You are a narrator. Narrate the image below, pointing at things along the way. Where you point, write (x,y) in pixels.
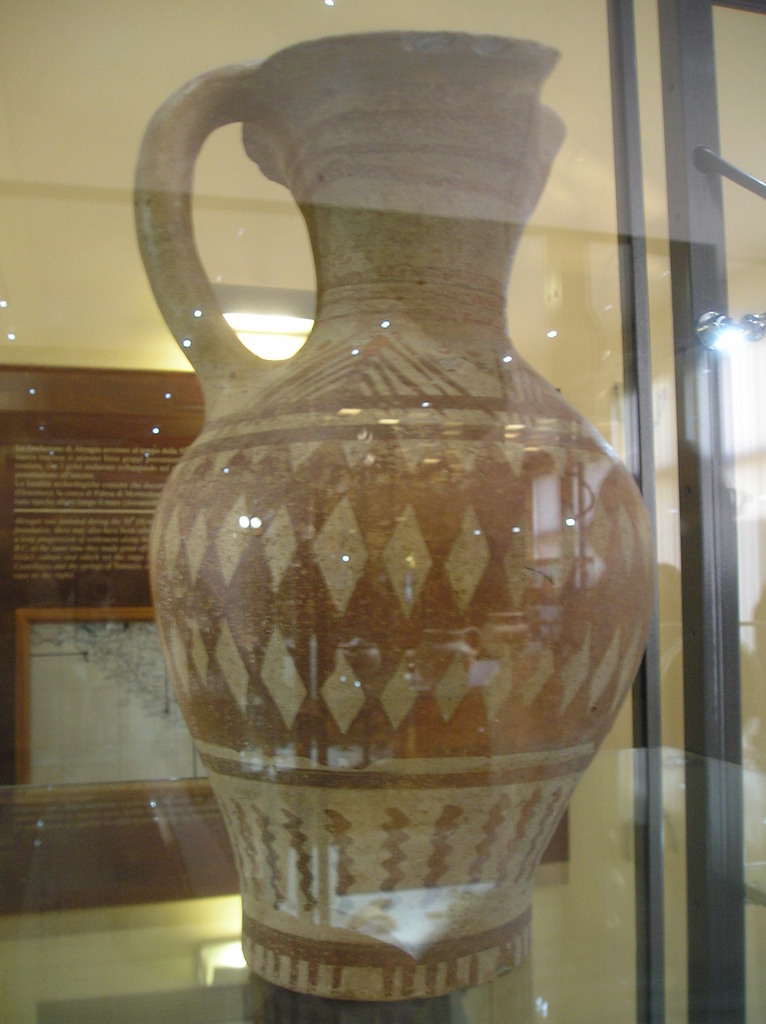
In the middle of this image (387,649), there is a pot (455,69) on a surface (536,983). Which is covered with a glass (765,566). In the background (487,5), there is a board (136,636), a light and a wall (33,273).
